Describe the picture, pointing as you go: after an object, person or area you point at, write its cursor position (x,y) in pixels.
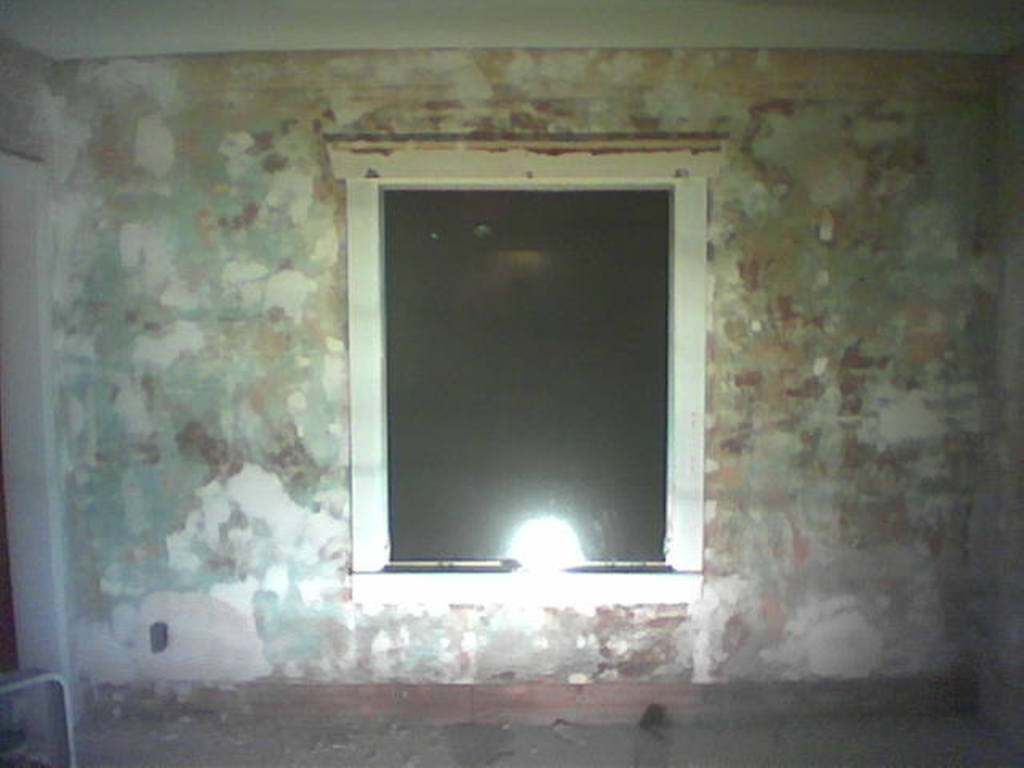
The image is taken in the room (355,529). In the center of the image (415,510) there is a window (491,470) and a wall (546,664).
